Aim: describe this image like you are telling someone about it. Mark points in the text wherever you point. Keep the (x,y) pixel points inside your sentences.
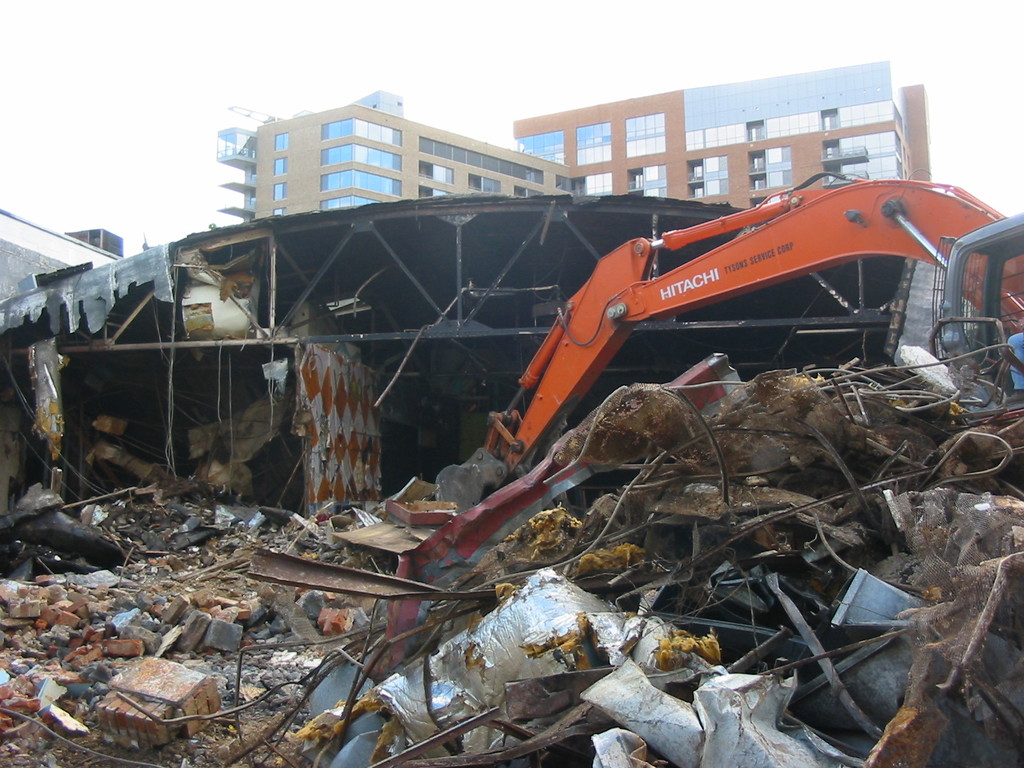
In this image we can see the scrap (615,397) on the ground (196,661). We can also see some stones (218,653), wires (602,402), an excavator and a roof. On the backside (665,137) we can see some buildings (611,165) with windows (459,161) and the sky (132,133).
